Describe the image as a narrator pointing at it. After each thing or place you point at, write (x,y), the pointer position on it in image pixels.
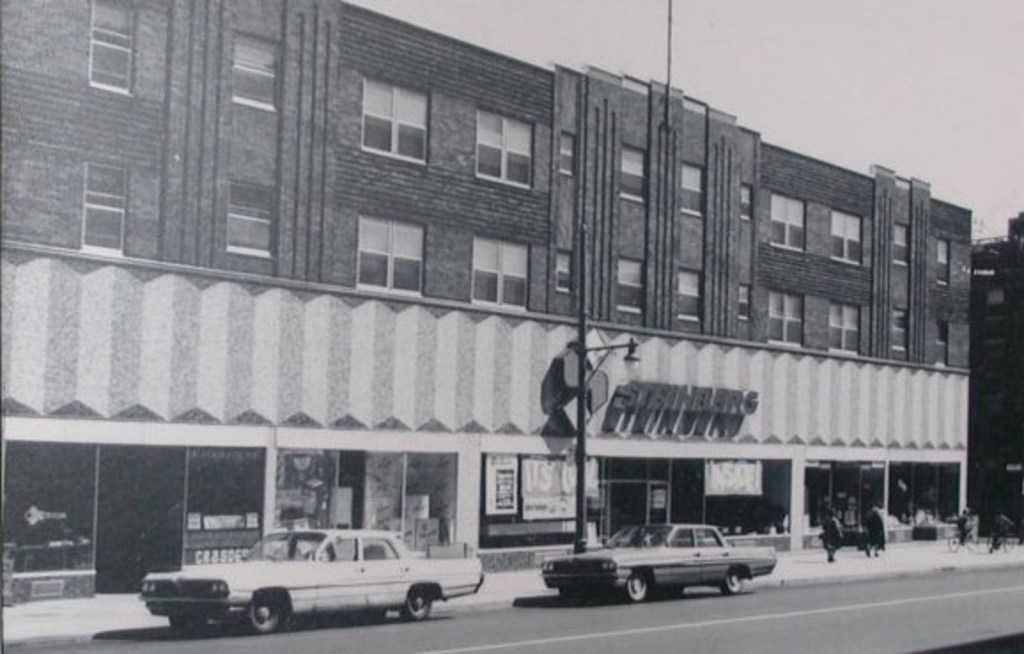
In this picture we can observe two cars (651,579) on the road (916,585). There is a pole (579,369) to which a light (601,348) was fixed. We can observe some people (875,538) walking on the footpath (838,554). There is a building (335,312). In the background (600,54) there is a sky (852,94). This is a black and white image.
